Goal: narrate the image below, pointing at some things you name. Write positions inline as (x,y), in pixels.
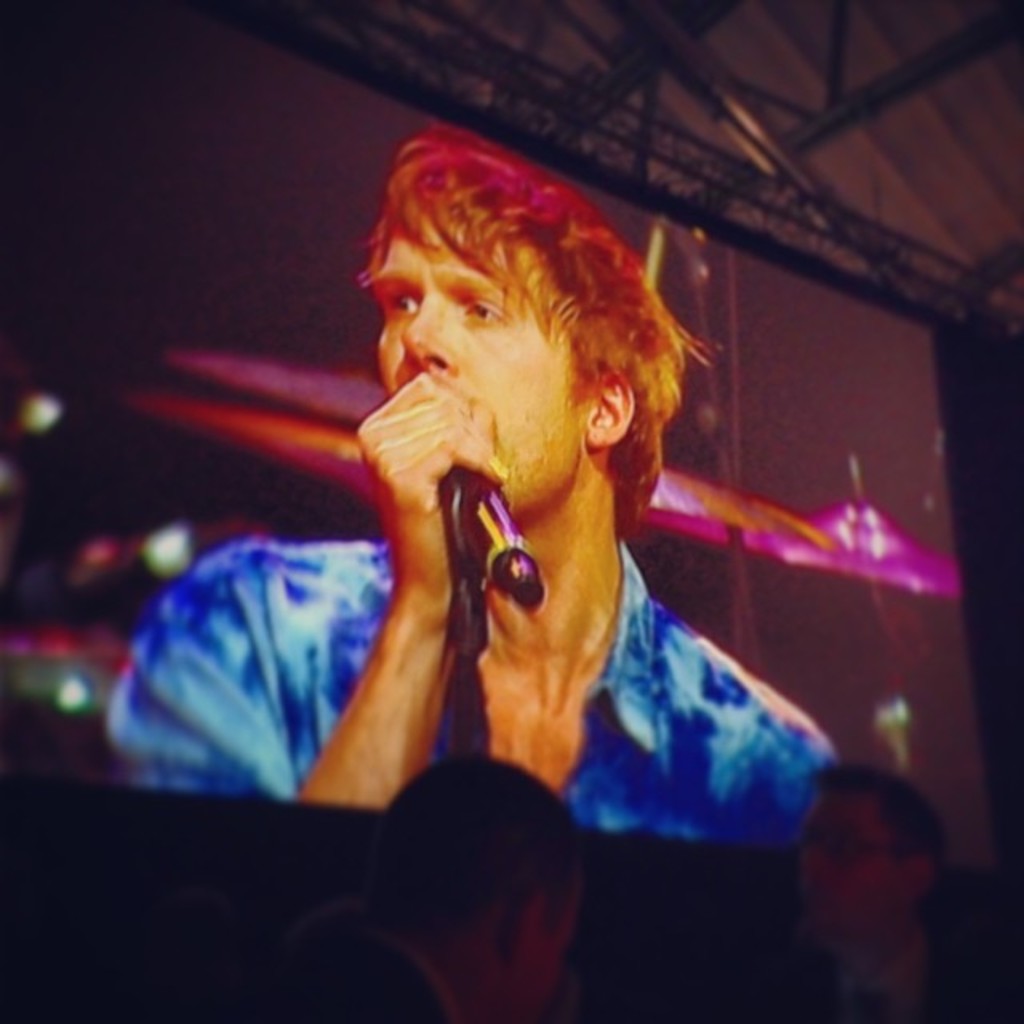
In the center of the image (538,511) we can see a screen (499,364). On screen (380,498) we can see a person (255,632) is holding a mic (472,648). At the bottom of the image (544,878) we can see some persons (414,854). At the top of the image (637,78) we can see the roof (840,140) and rods (759,204).
